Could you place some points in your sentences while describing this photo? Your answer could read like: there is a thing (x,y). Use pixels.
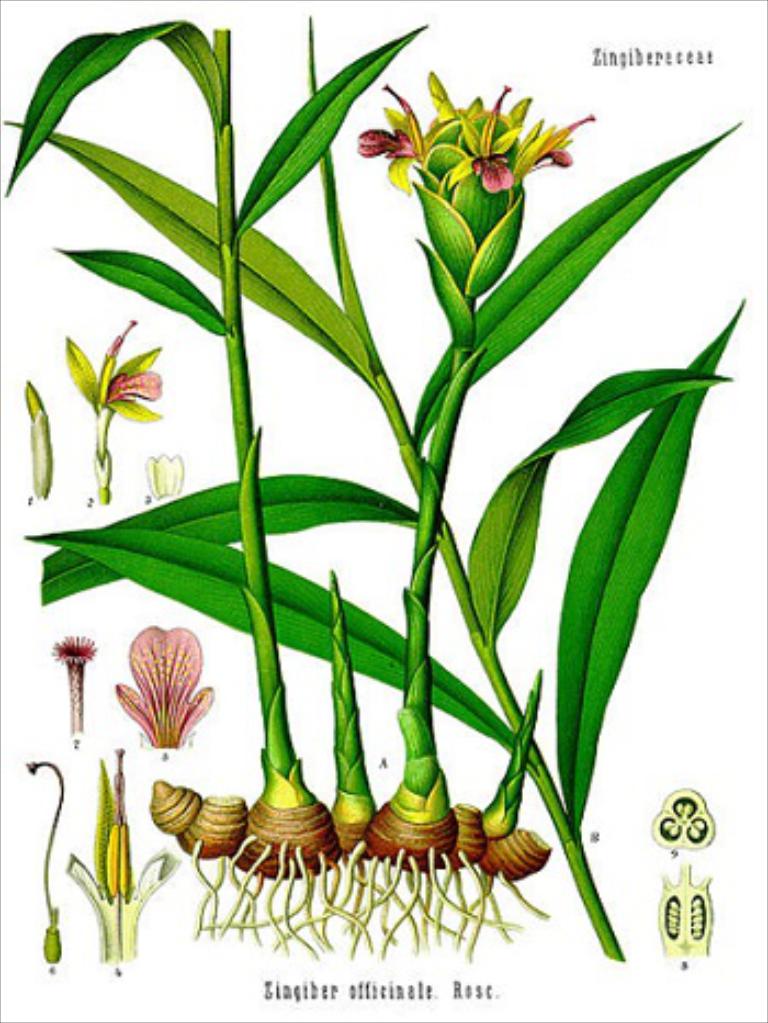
In this image I can see the digital art of few plants (403,646) which are green in color. I can see few flowers (194,642) which are pink in color and I can see the white background (684,242).
